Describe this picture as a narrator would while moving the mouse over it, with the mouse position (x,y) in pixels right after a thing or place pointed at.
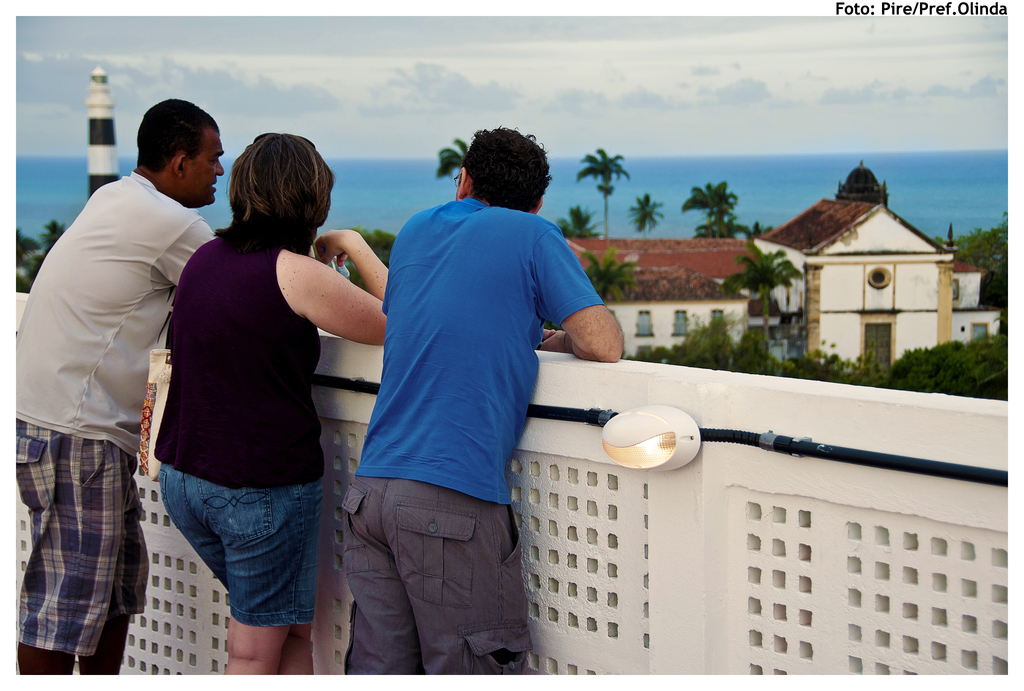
In this picture we can see the wall (658,549), light (662,456), pipe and three people (451,458) standing. In the background (779,305) we can see trees (948,381), buildings (655,323), tower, water (622,225) and the sky (96,63).
